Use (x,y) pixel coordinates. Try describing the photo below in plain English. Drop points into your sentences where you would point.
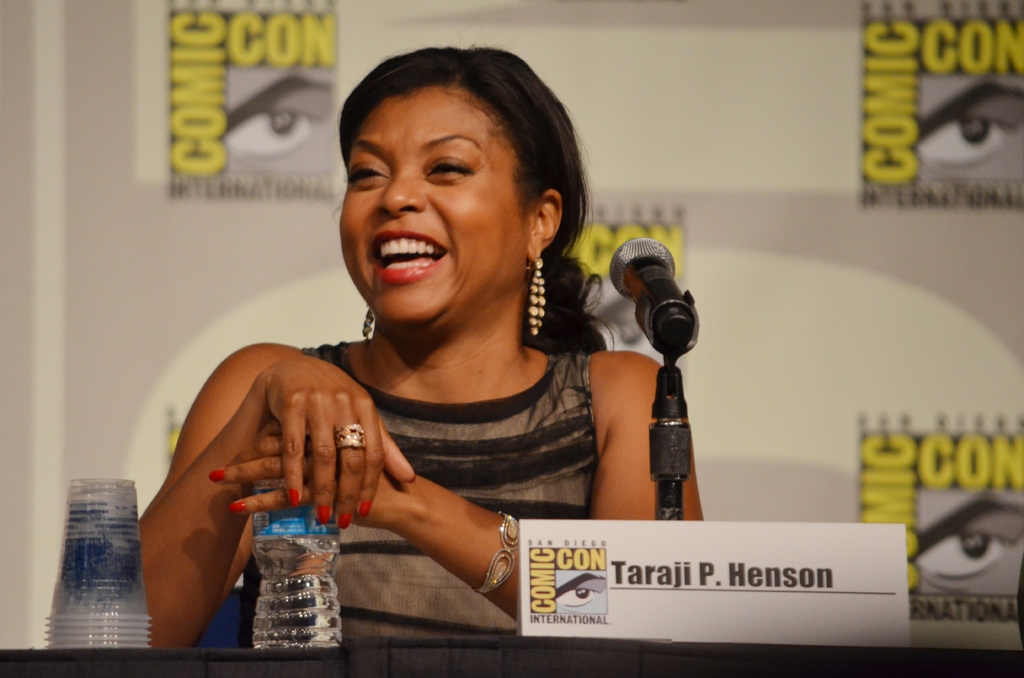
In this image I can see a woman (417,275) smiling and holding the water bottle (307,583). In-front of her there is a podium (540,653) with microphone (661,325) and board (703,600) naming Taraji P. Henson beside that there are some disposable glasses (100,579). At the background (719,136) there are some posters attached to the wall (779,140).
